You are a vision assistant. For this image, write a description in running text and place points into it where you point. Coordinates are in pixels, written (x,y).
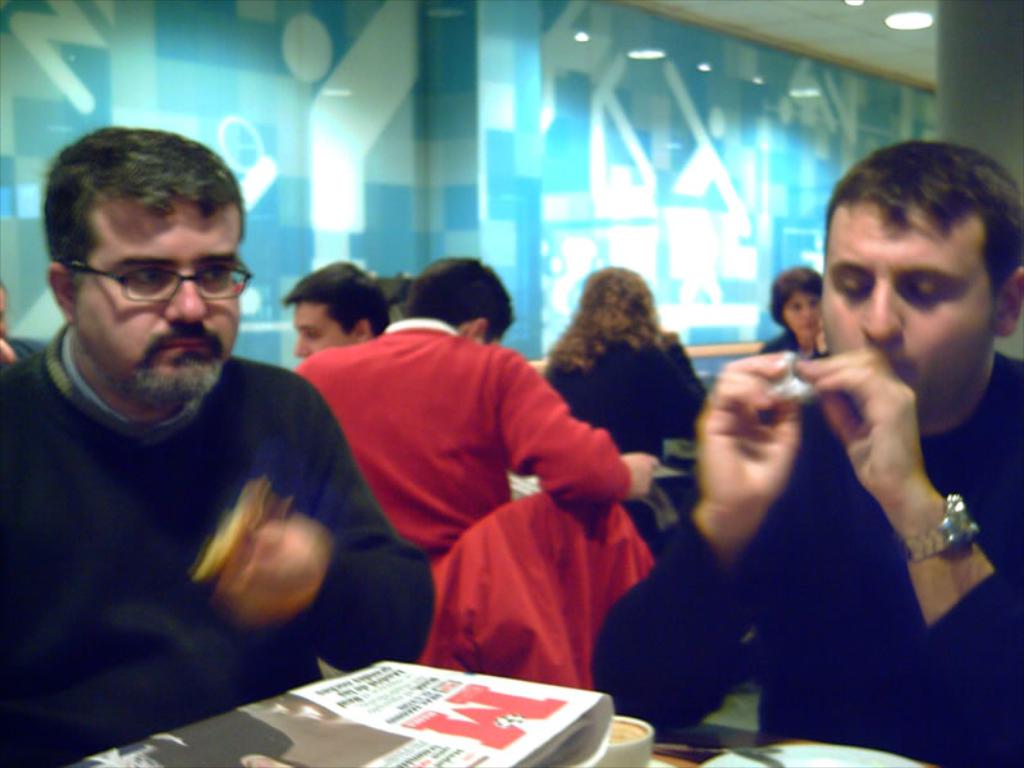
In the image there are few people (271,545) sitting around table (713,740) with coffee cup (616,759) and newspaper (562,707) on it, on the back (699,271) there is blue color wall (620,96) and there are lights (919,16) over the ceiling (904,34).
